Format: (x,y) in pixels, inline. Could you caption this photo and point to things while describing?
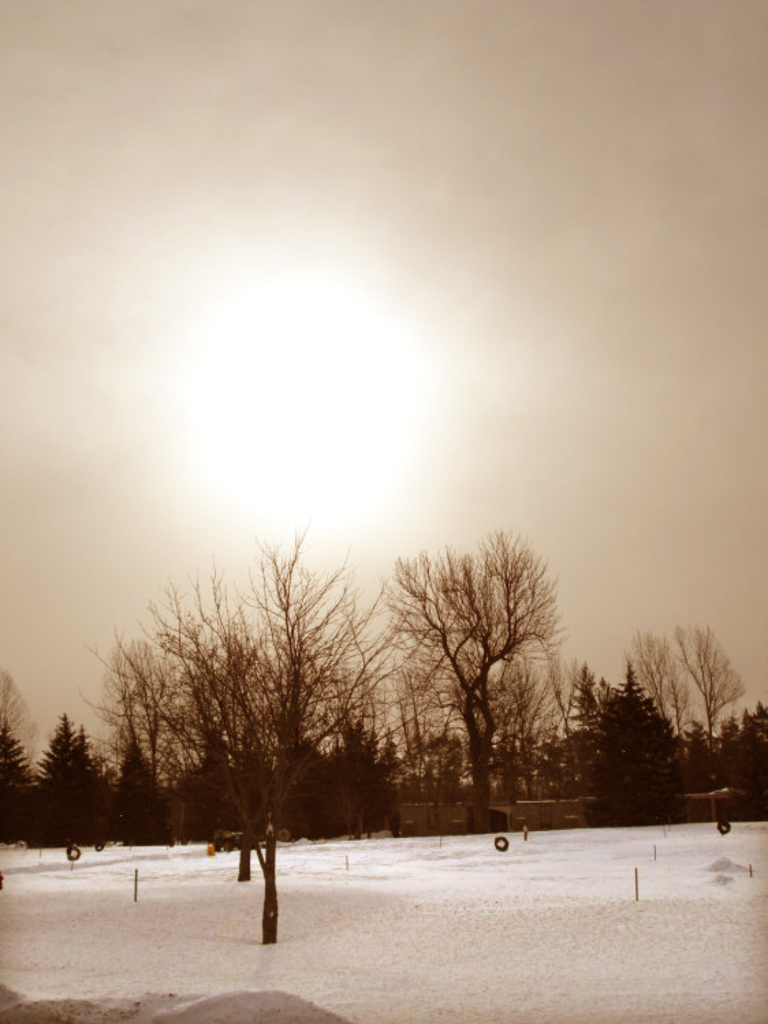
At the bottom (402,961) we can see snow (286,934) on the ground (286,934) and we can also see trees (304,827), poles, objects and houses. In the background (280,351) we can see the sun (357,426) in the sky (352,270).
